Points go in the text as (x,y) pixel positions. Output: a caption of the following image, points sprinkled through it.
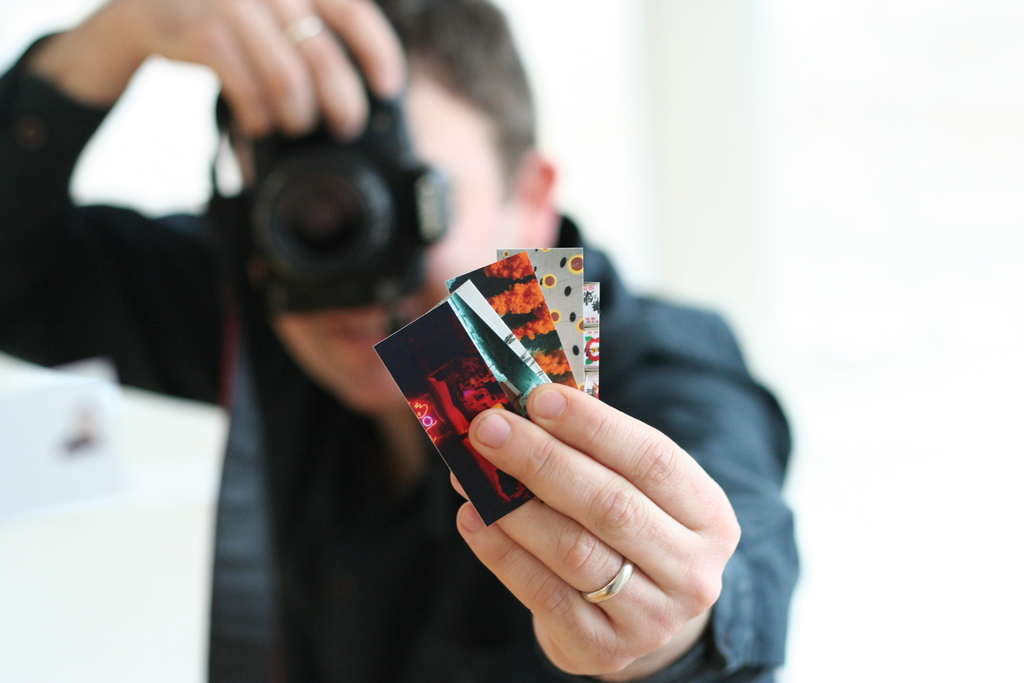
In the picture a person (547,498) is holding different cards (476,357) with his hand (488,426) and he is taking the photo of those cards (533,363).
